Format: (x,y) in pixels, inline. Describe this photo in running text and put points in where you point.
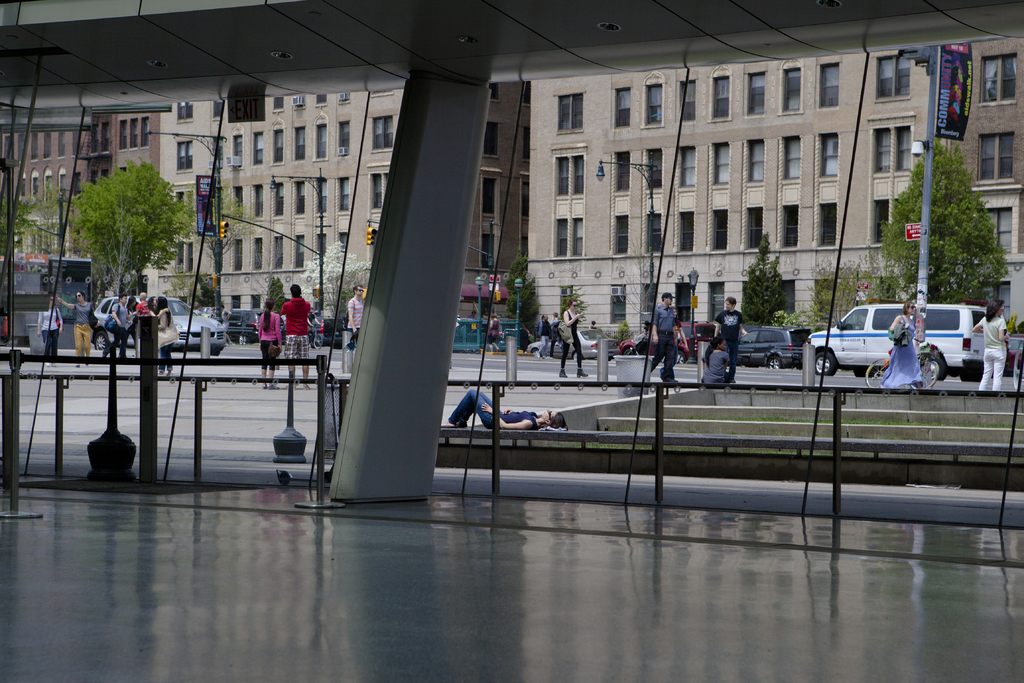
Bottom of the image (319,469) there is a fencing (16,403). Behind the fencing (19,416) few people (351,306) are standing and walking and one person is lying. Behind them there are some vehicles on the road (534,351) and there are some poles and trees (971,202). Behind the trees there are some buildings (159,148). Top of the image (929,13) there is roof (40,10).
